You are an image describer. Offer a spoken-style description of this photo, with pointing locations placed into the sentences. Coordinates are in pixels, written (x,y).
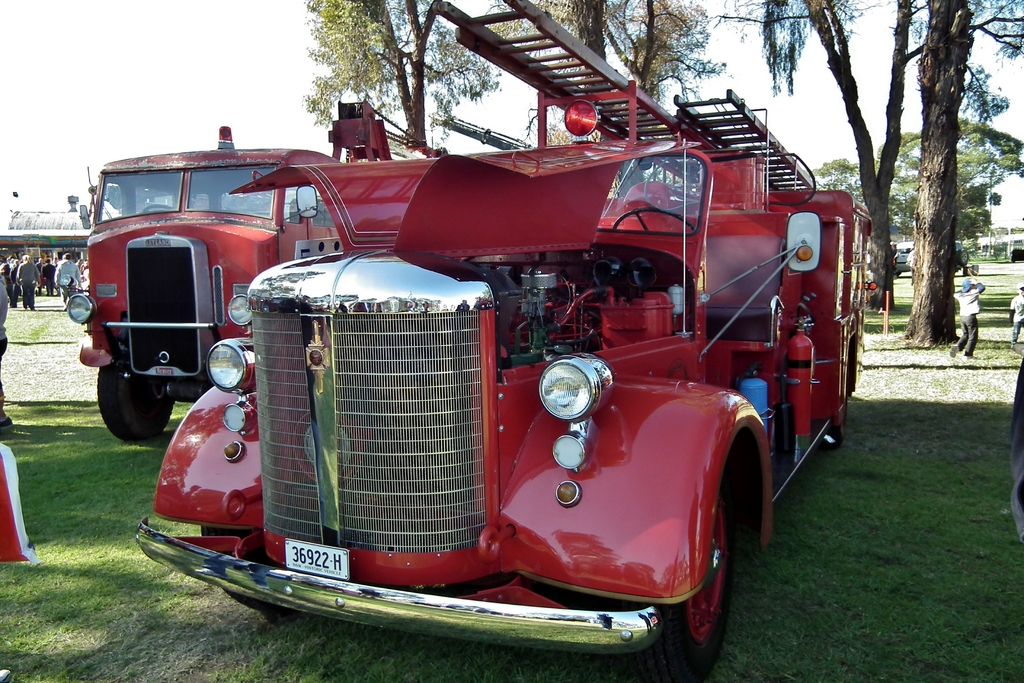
In this picture we can see group of people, and few vehicles (656,373) on the grass (800,523), in the background (398,48) we can see few trees (777,36) and buildings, and the vehicles (488,277) are in the red color.
